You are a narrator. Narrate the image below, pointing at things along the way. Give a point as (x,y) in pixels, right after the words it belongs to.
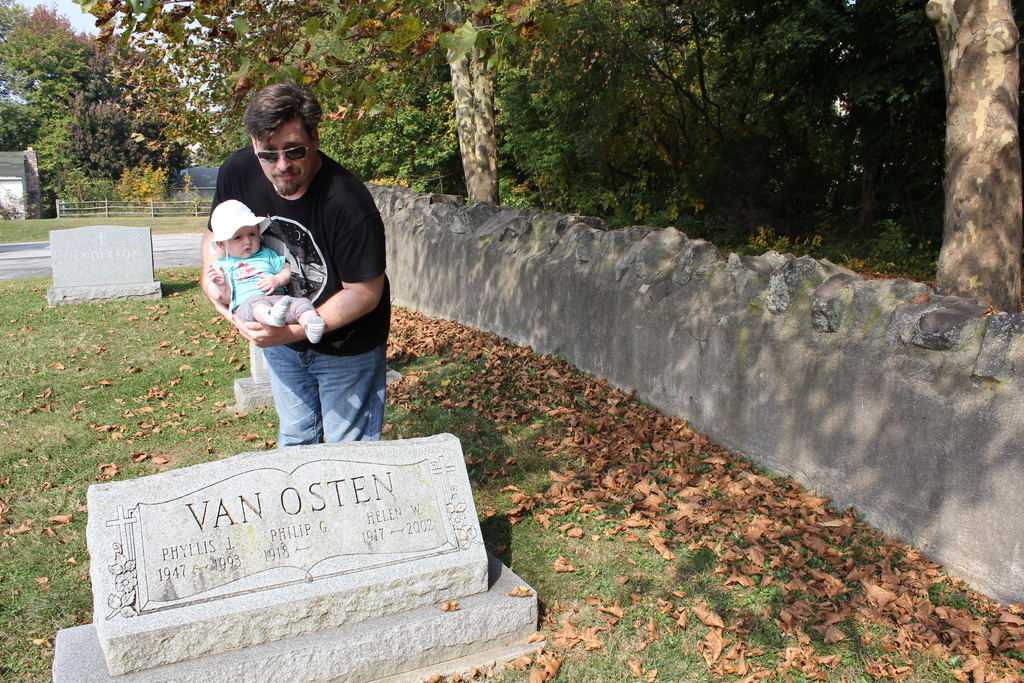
In this picture I can observe a gravestone (174,537). Behind the gravestone (198,628) there is a man (247,331) standing, wearing black color T shirt (320,182) and spectacles (297,148). He is holding a baby (234,284) in his hands (227,313). On the right side (816,282) I can observe a wall (778,334). In the background (390,97) there are some trees (311,83).
